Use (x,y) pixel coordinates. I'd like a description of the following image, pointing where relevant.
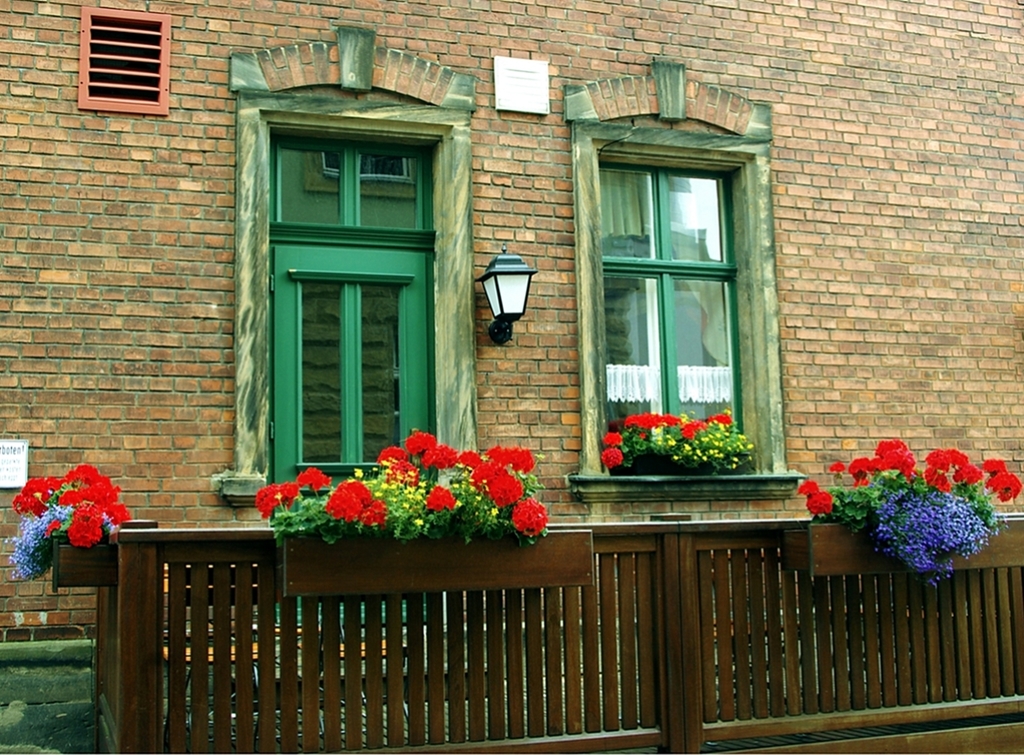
In this image there is building (773,406). At the bottom (224,683) we can see a fence (949,687) and there are flowers (393,502). There are windows (296,179).
